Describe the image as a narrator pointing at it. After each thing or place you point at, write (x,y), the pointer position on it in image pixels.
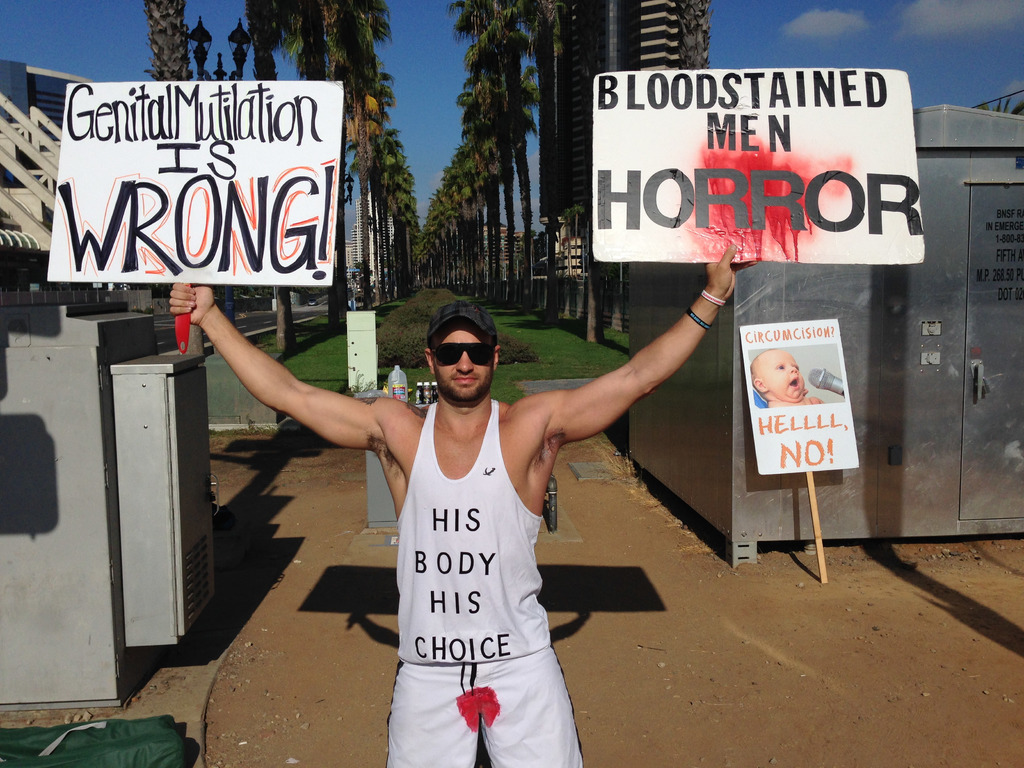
In the picture we can see a man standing and holding a two boards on one board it is written as genital mutilation is wrong and on another board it is written as a blood stained men and in the background (810,13) we can see some grass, trees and sky (401,61).
